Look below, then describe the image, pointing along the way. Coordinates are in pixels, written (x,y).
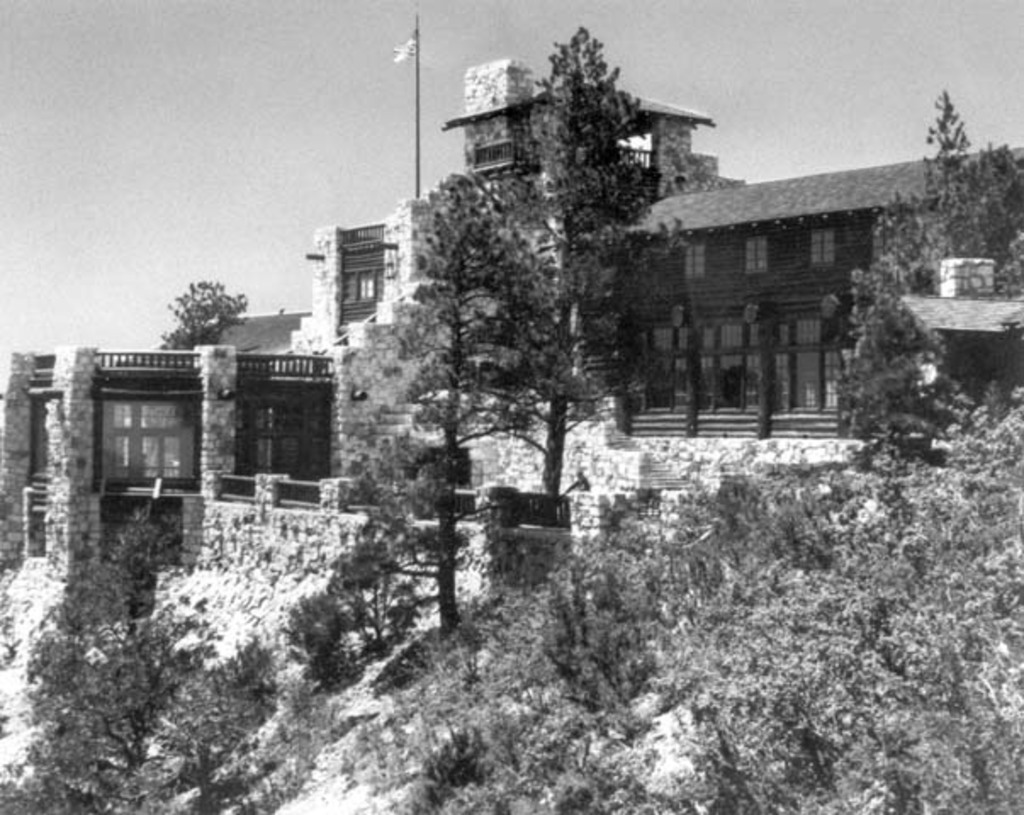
This is a black and white image. In this image we can see a house (475,448), trees (448,432), flag (397,54). At the top of the image (332,87) there is sky (729,52).
